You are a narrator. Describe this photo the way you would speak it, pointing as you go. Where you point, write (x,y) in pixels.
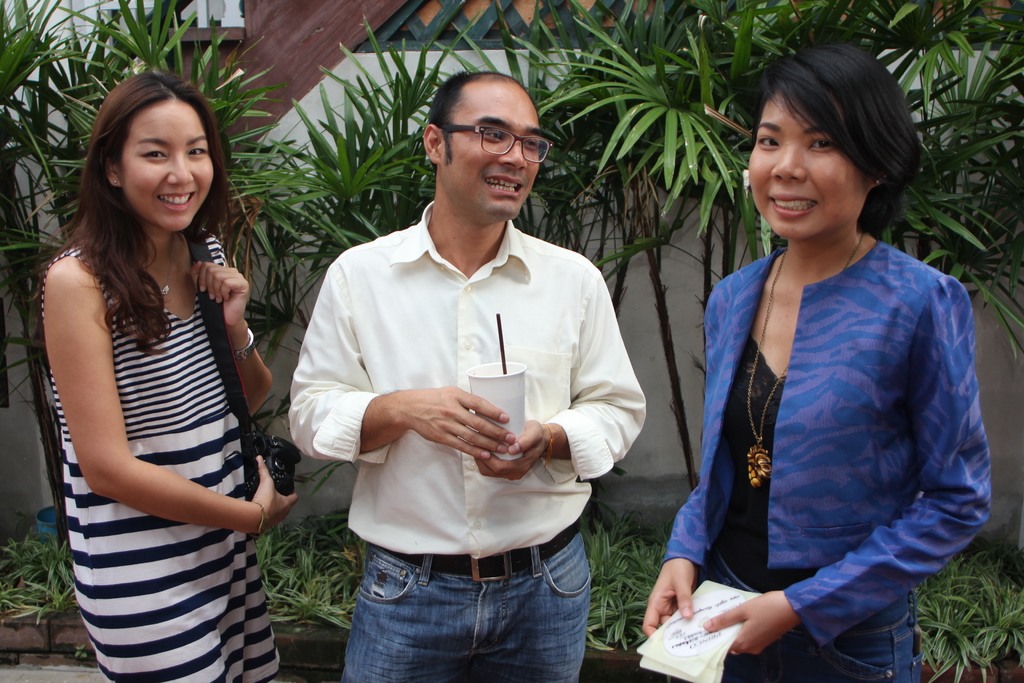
In this image we can see the people (436,382) standing and holding camera (279,475), cup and papers (702,636). In the background (607,557), we can see the plants (652,561) and trees (223,146) near the wall (629,336).
